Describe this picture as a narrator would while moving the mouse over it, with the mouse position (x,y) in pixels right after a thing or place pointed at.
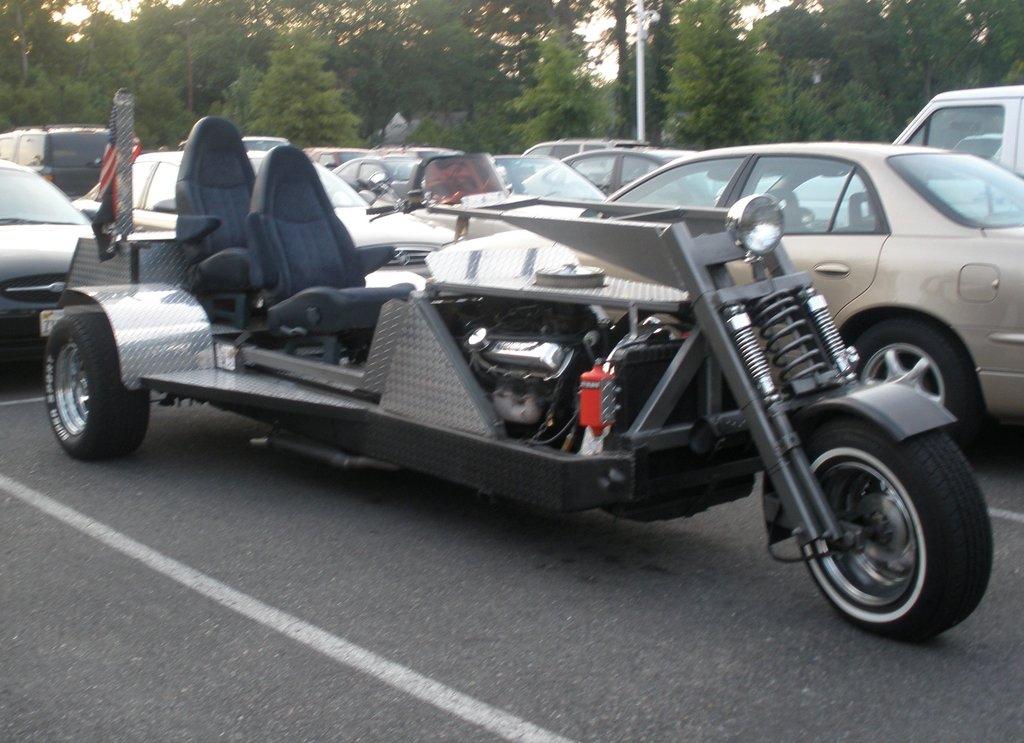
Here we can see vehicles (348,249) on the road (293,481) and there is a flag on this vehicle (248,296). In the background (283,89) there are trees (656,60), pole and sky (595,54).
